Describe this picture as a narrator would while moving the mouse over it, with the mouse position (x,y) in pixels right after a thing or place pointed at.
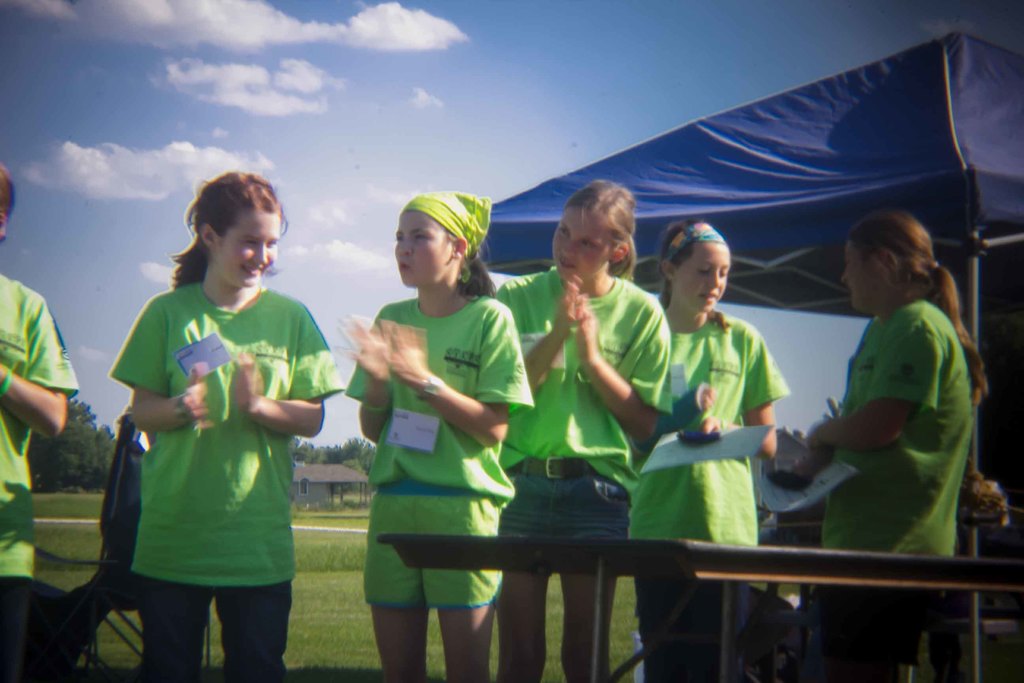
In this picture, we can see a few people (659,396), ground (308,606) covered with grass (342,565), fencing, shed (366,475), house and the sky (319,231) with clouds (109,189).
